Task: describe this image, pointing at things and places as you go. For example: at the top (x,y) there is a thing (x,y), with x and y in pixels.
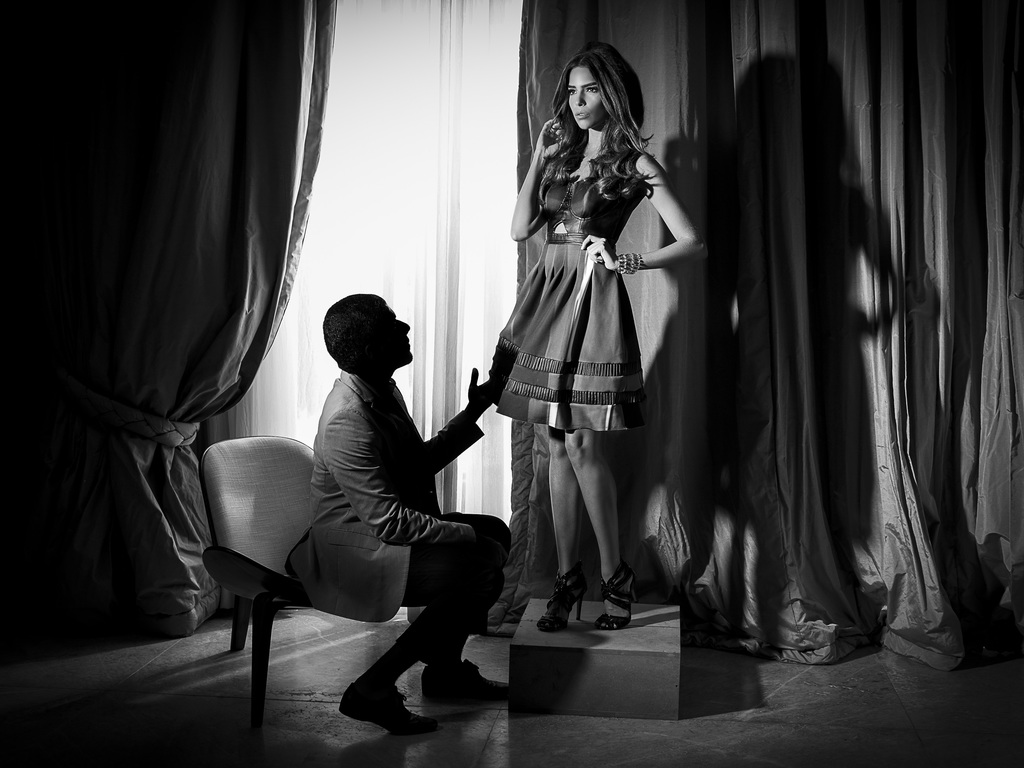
In this image we can see there is a girl (608,217) standing on a box (595,615), beside the girl (535,341) there is a person (312,548) sitting on a chair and touching the frock (525,363) of a girl (522,369). In the back of them there are curtains (844,594).
